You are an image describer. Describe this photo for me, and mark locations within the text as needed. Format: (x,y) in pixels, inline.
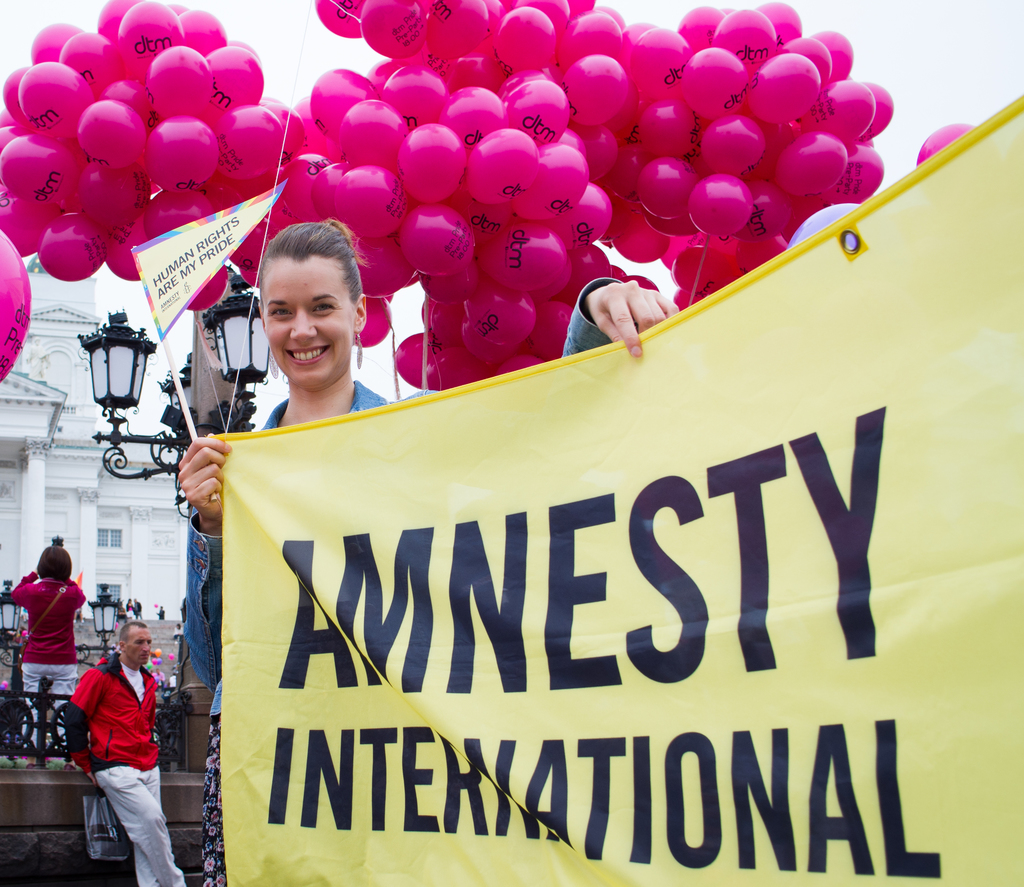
In this image there is a person (282,310) standing and holding a flag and a banner (376,483), and at the background (125,444) there are balloons (499,315), group of people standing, lights (142,443), poles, building (60,512), iron grills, sky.
